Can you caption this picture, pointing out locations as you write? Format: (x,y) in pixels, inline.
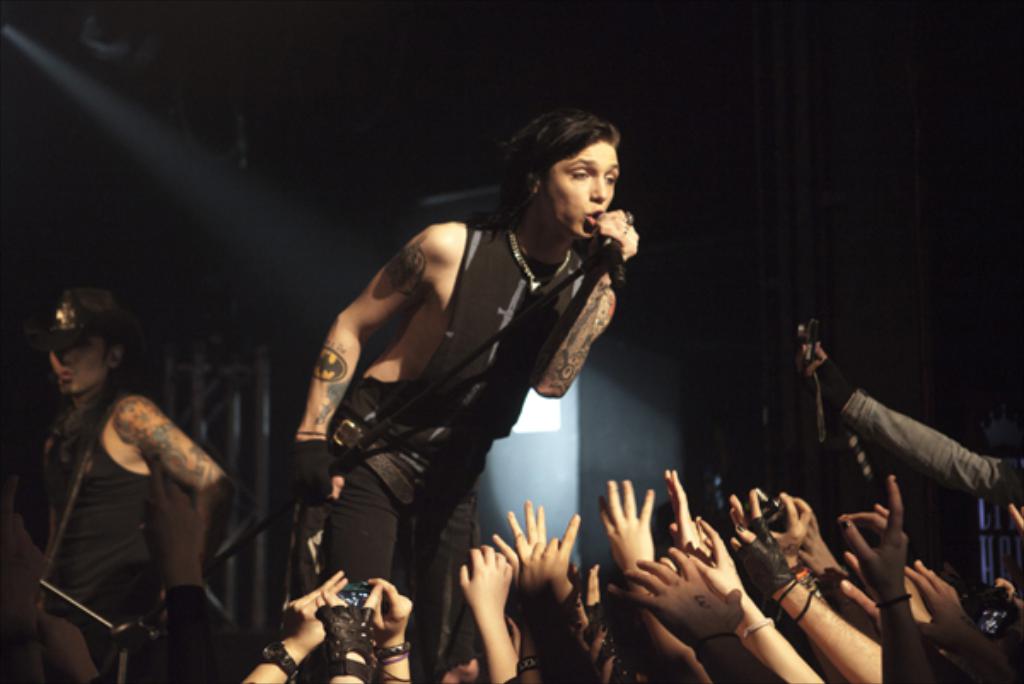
In this picture we can see a man (613,277) who is singing on the mike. Here we can see some persons (681,515).
